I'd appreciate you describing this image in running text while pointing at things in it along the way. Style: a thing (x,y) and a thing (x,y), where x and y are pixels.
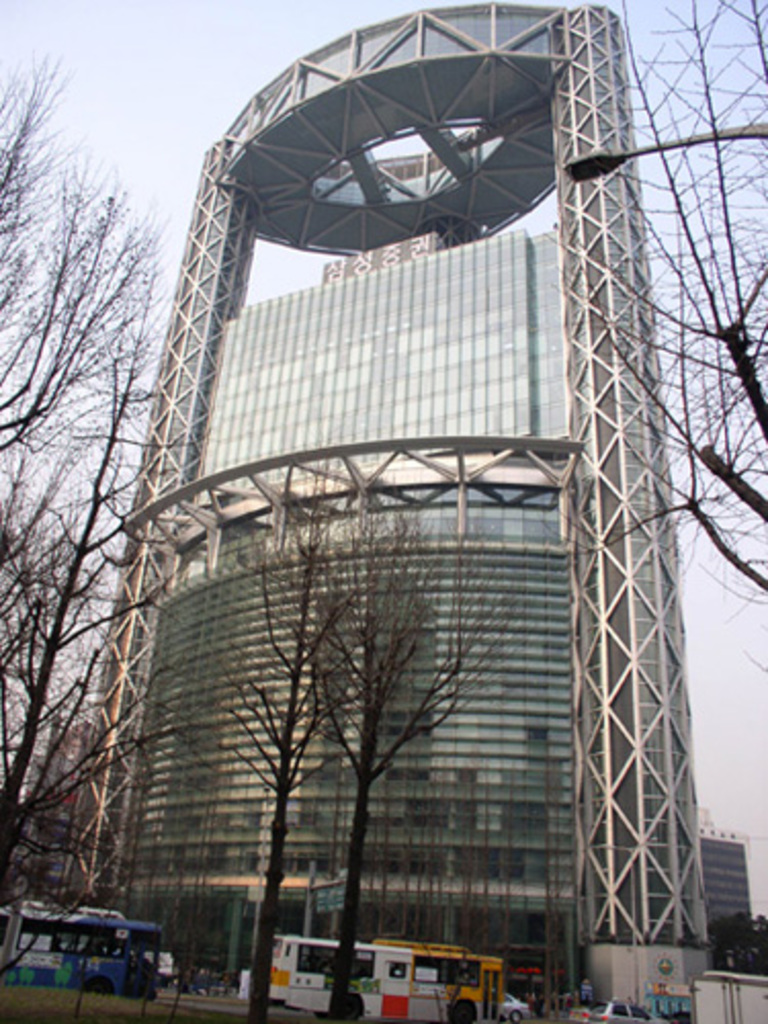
In this image I can see few trees (44,392), two buses (50,916) on the road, few other vehicles (624,1010) on the road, a street light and few buildings (402,333). In the background (765,701) I can see the sky (162,128).
